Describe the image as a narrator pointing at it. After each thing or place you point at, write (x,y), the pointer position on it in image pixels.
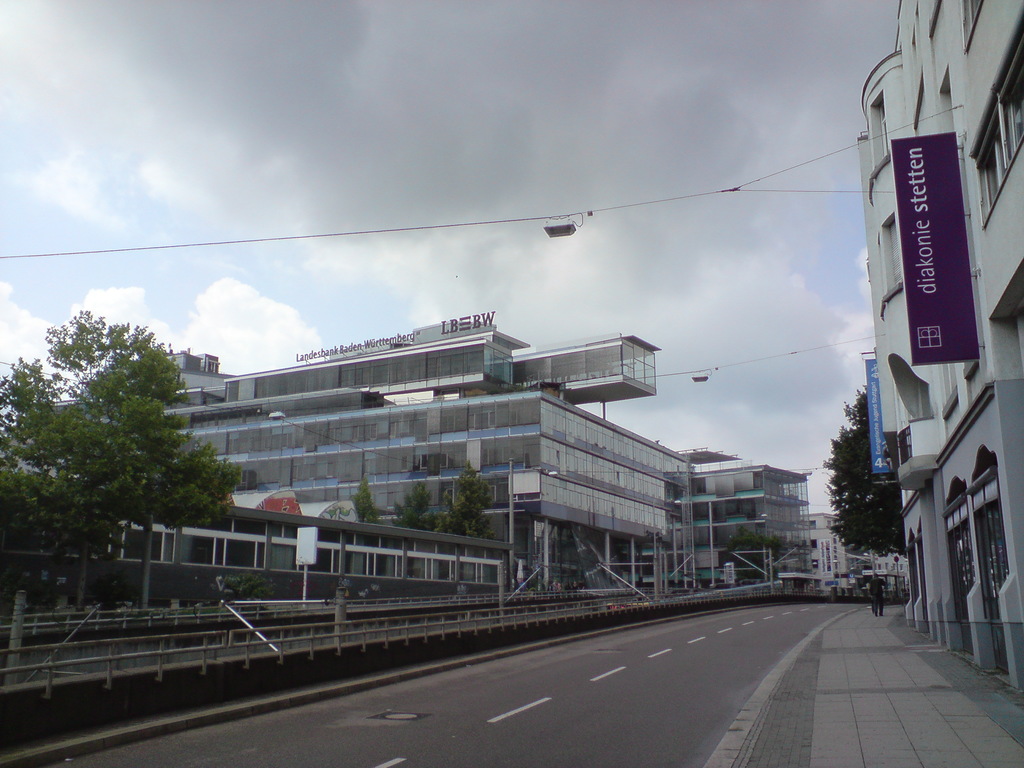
In this image there is sky (470,128), there are buildings (600,501), there is a tree (143,456), there is a road (681,650), there are wires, there is a board (929,242).
